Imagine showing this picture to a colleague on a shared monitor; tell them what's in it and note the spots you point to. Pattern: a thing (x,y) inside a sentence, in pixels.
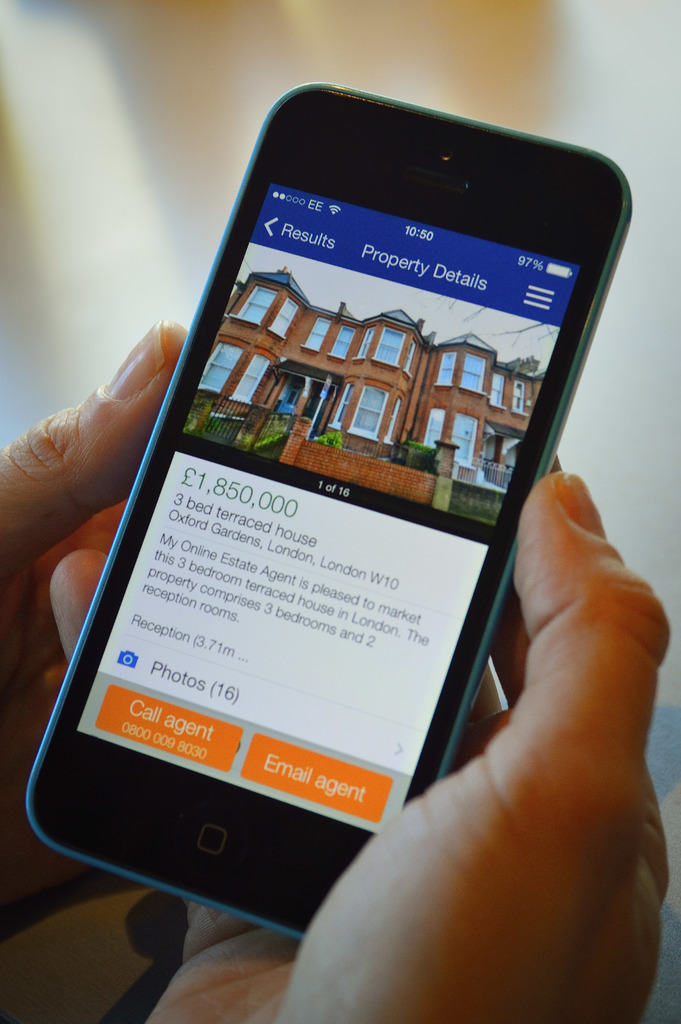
In this picture we can see a mobile (524,371) in a person's hands (39,481) and in the background (405,80) it is blurry.
